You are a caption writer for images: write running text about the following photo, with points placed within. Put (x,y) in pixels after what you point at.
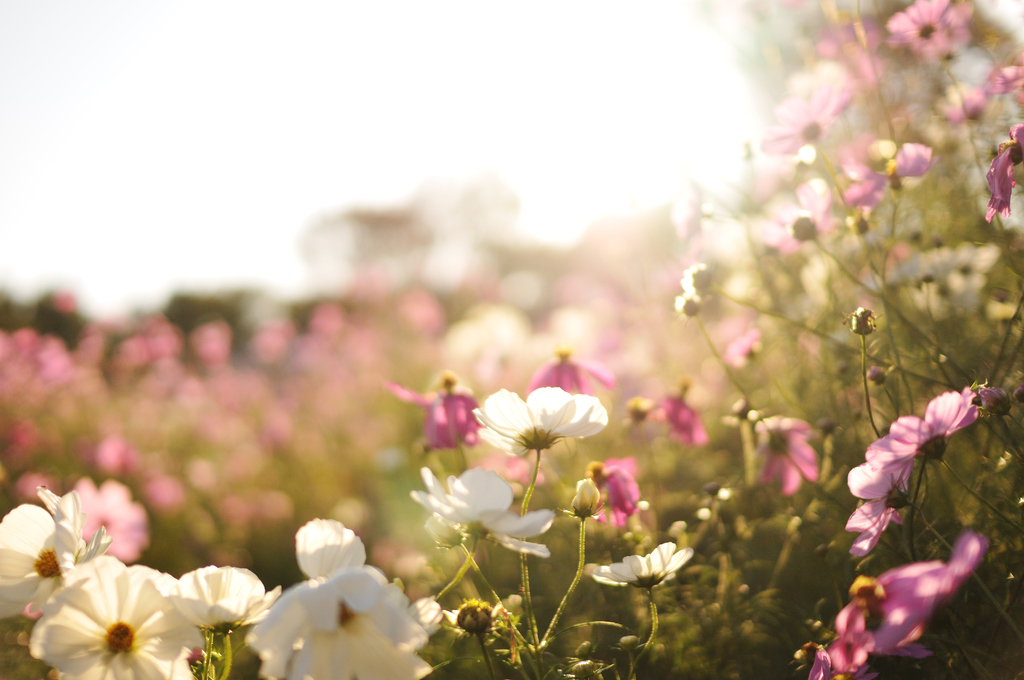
In the picture we can see some plants (212,620) with many flowers (455,626) and behind it also we can see some flowers (406,423) which are not clearly visible.
